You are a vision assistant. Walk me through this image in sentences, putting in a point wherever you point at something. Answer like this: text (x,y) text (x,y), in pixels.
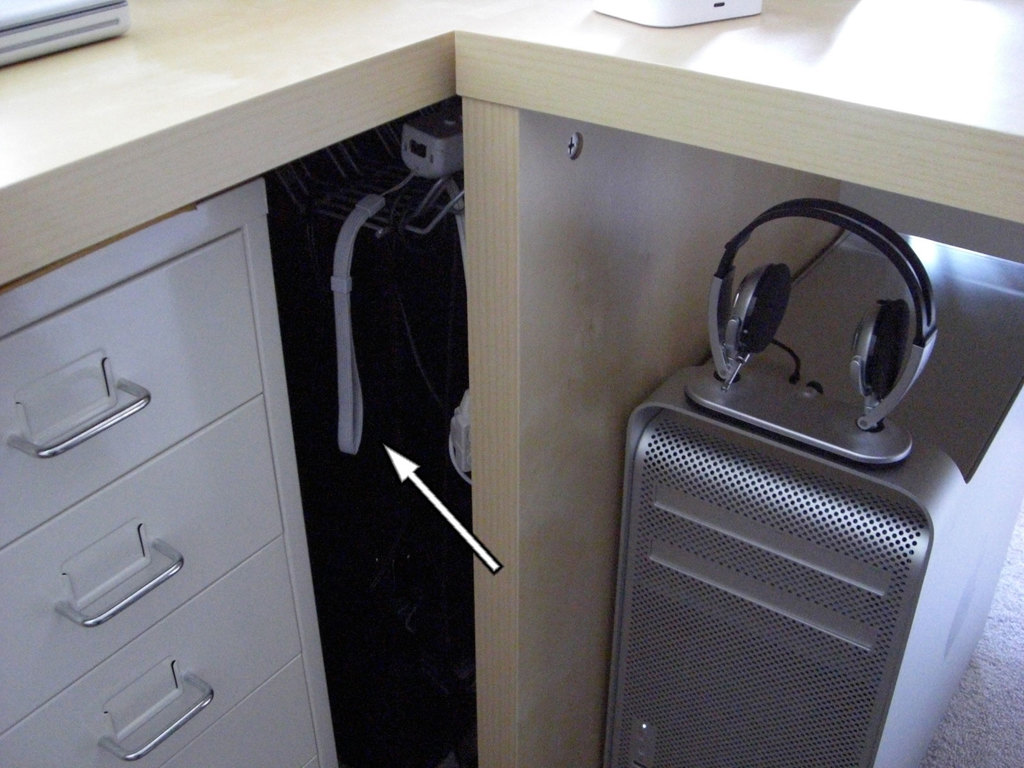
In this image I see the drawers (82,594) over here and I see the headphone (718,354) and I see that it is dark over here and I see the silver color thing (794,572) over here and I see the table (391,72) and I see white color things (429,161) over here and I see an arrow (457,525) over here.
